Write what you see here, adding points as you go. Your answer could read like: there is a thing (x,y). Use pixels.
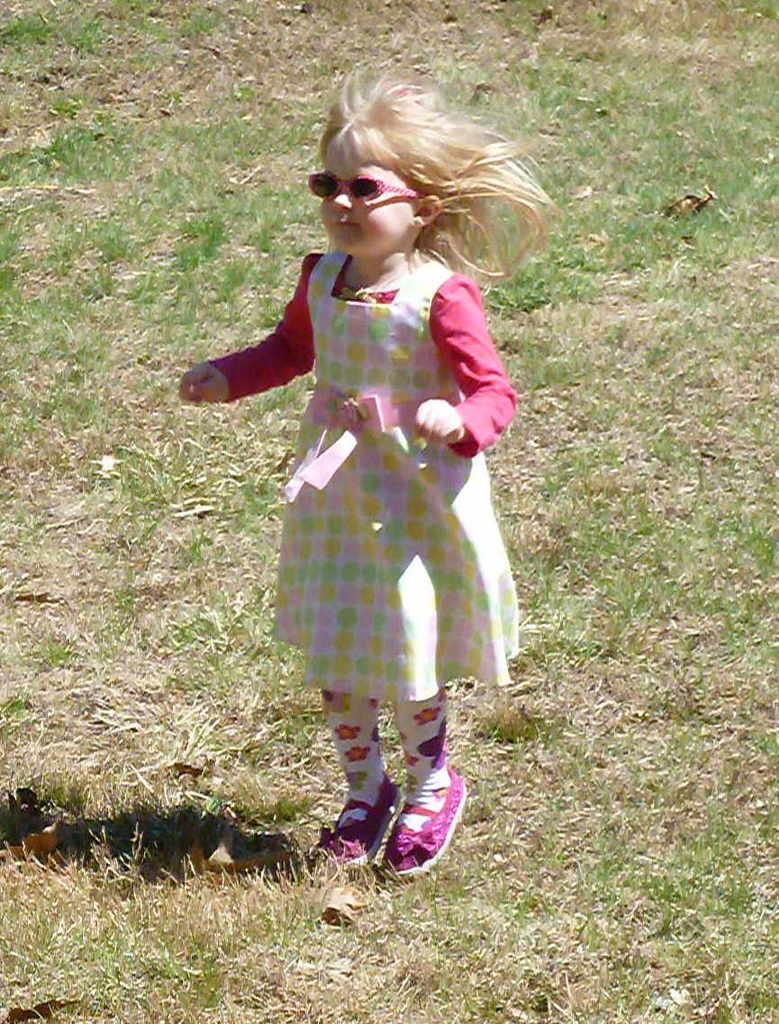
This image is taken outdoors. At the bottom of the image (314,928) there is a ground (471,913) with grass (498,902) on it. In the middle of the image (364,462) a girl (375,340) jumps on the ground (457,737) and she is with a short hair (425,143).
